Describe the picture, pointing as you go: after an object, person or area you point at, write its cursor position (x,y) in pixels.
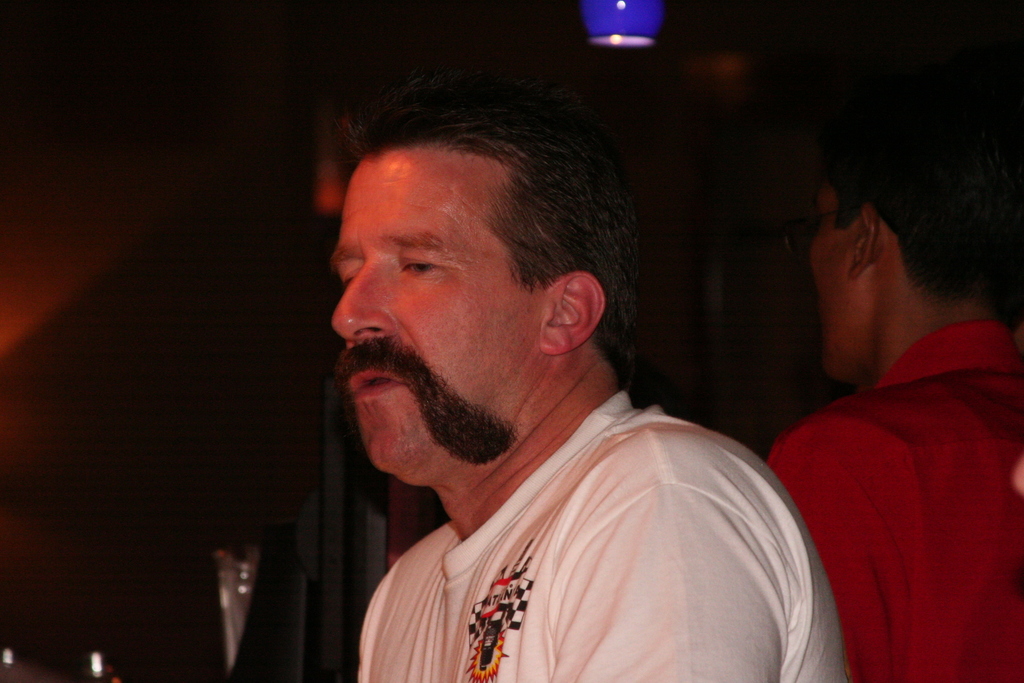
In this image we can see two men (566,497). On the backside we can see a ceiling lamp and a metal pole (343,546).
